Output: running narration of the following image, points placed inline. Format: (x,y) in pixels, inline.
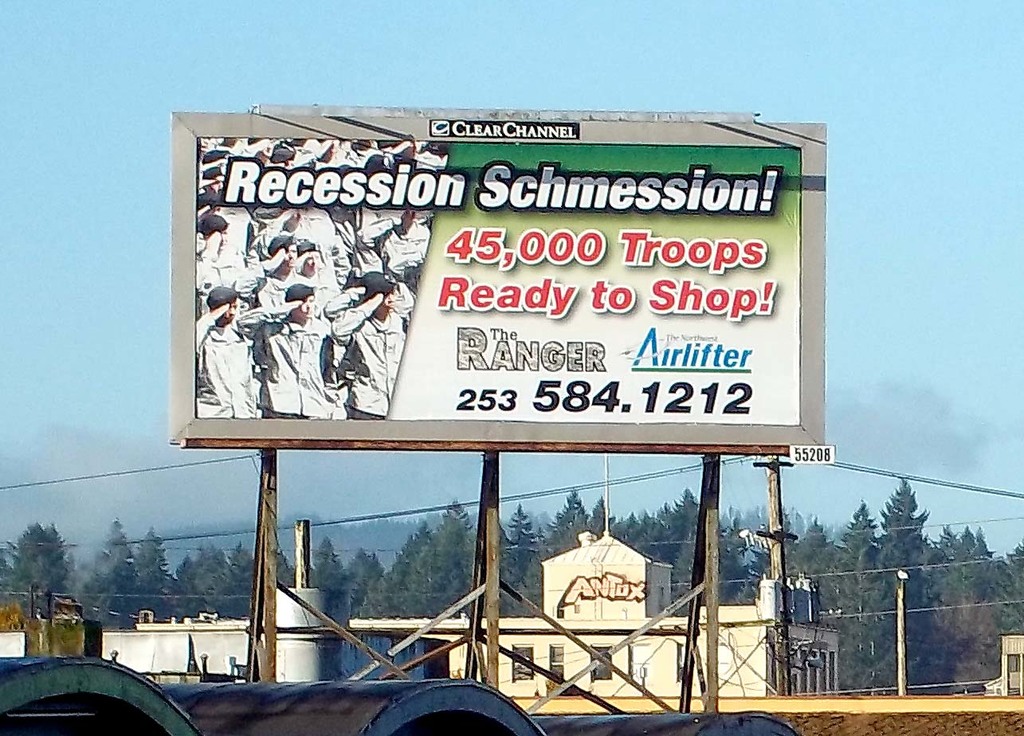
In this image in the center (485,448) there is a hoarding (430,188) and there is a text (509,255), and at the bottom (526,713) there are some pipes (329,708). And in the background (131,643) there are houses (589,601) and some poles (903,581), wires (848,616), trees (921,581), and some objects (760,602). At the top (666,50) there is sky (753,459), and at the bottom (915,723) there might be a wall (848,706).
